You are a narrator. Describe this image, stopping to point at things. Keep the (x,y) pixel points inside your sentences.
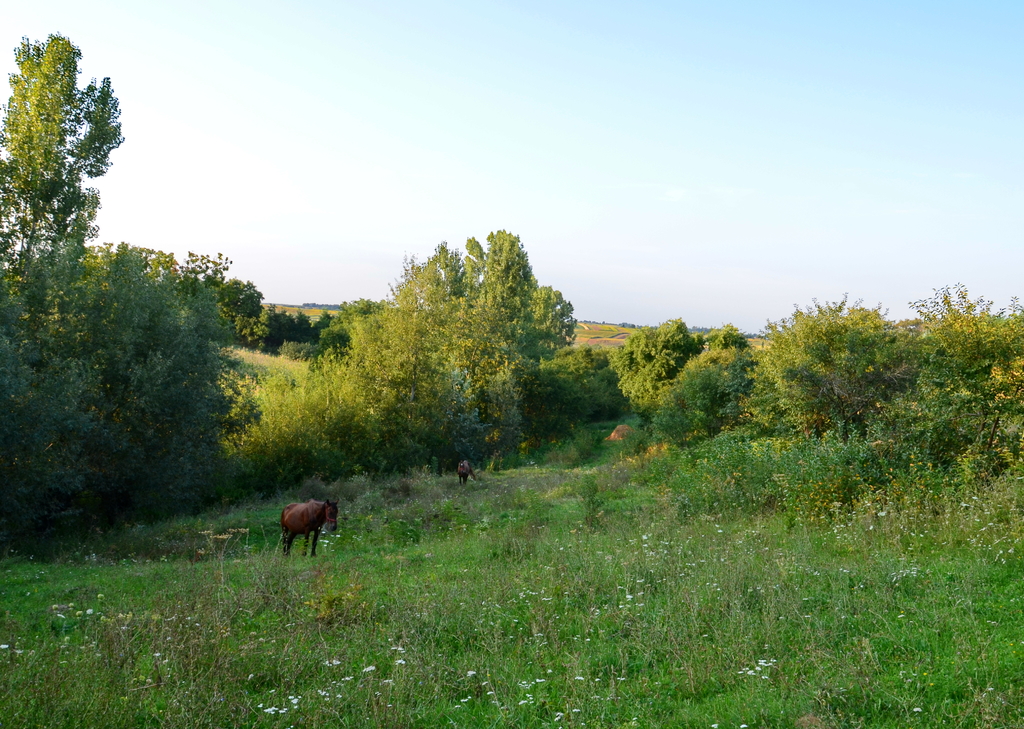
In this image we can see trees (389,337), animals (290,529) on the ground (669,537), grass (695,571), bushes (334,453) and sky (342,245).
